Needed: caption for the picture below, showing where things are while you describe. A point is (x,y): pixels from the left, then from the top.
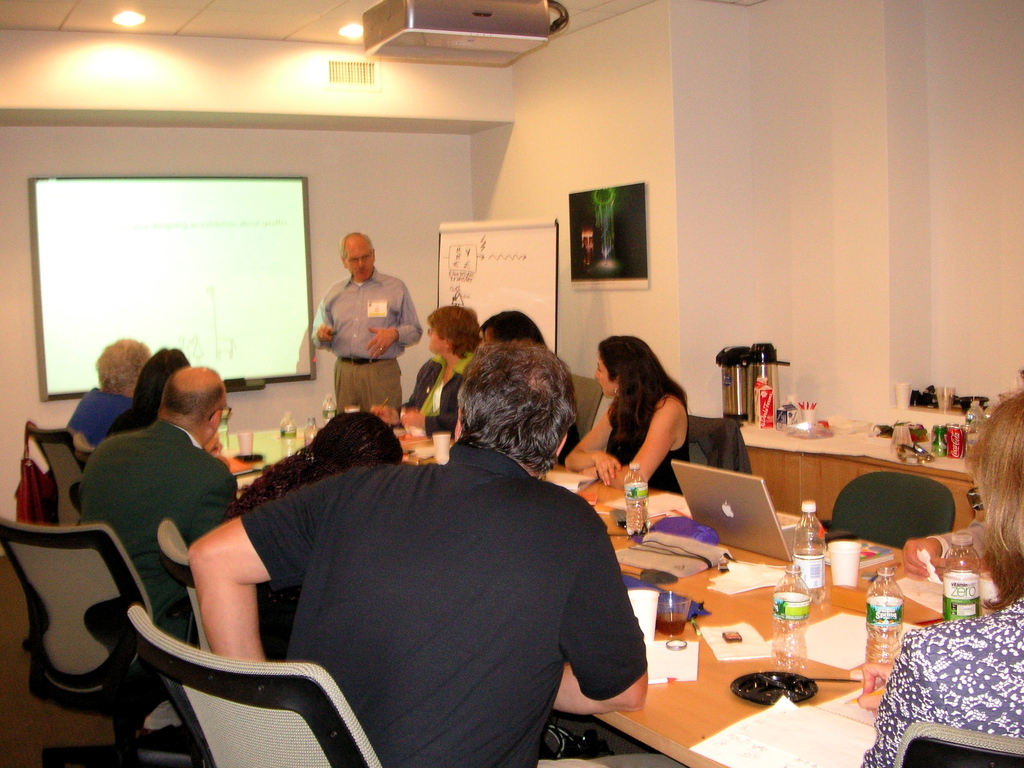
In this image I can see the group of people (403,528) sitting in front of the table (726,601) and one person (360,352) is standing. On the table (665,587) there is a laptop (711,483), bottles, papers (789,728), glasses (666,624). In the background (310,269) there is a screen (194,256) and a board (441,305). There is a frame (591,241) to the wall (574,173).
